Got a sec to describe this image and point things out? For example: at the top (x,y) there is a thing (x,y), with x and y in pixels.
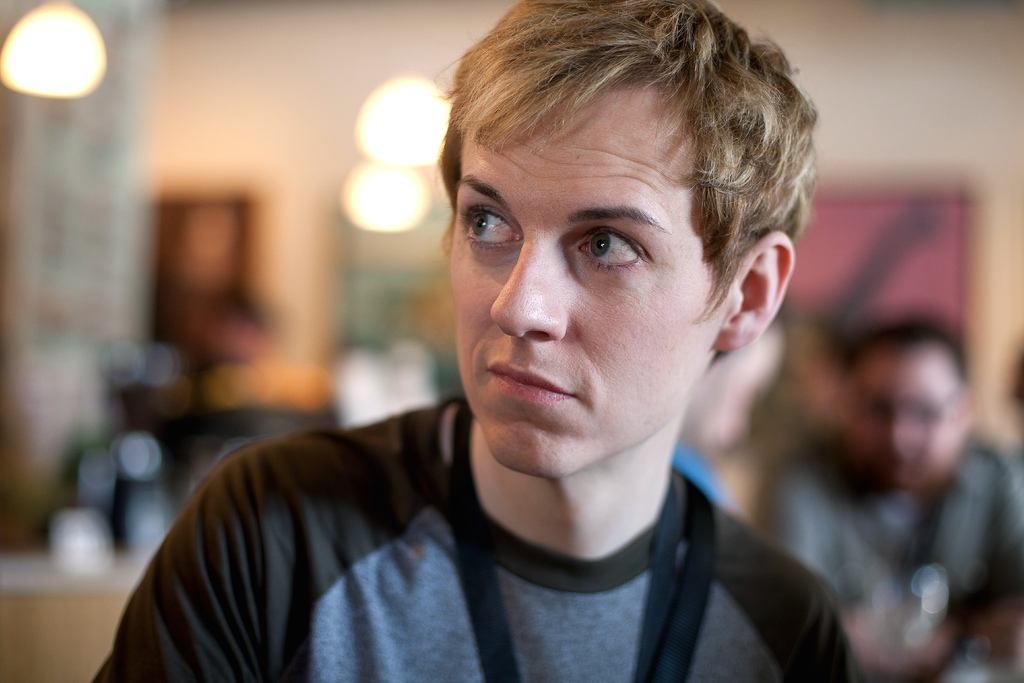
In this image, we can see a person (573,434) on blur background. There is an another person (849,497) in the bottom right of the image (974,532).
